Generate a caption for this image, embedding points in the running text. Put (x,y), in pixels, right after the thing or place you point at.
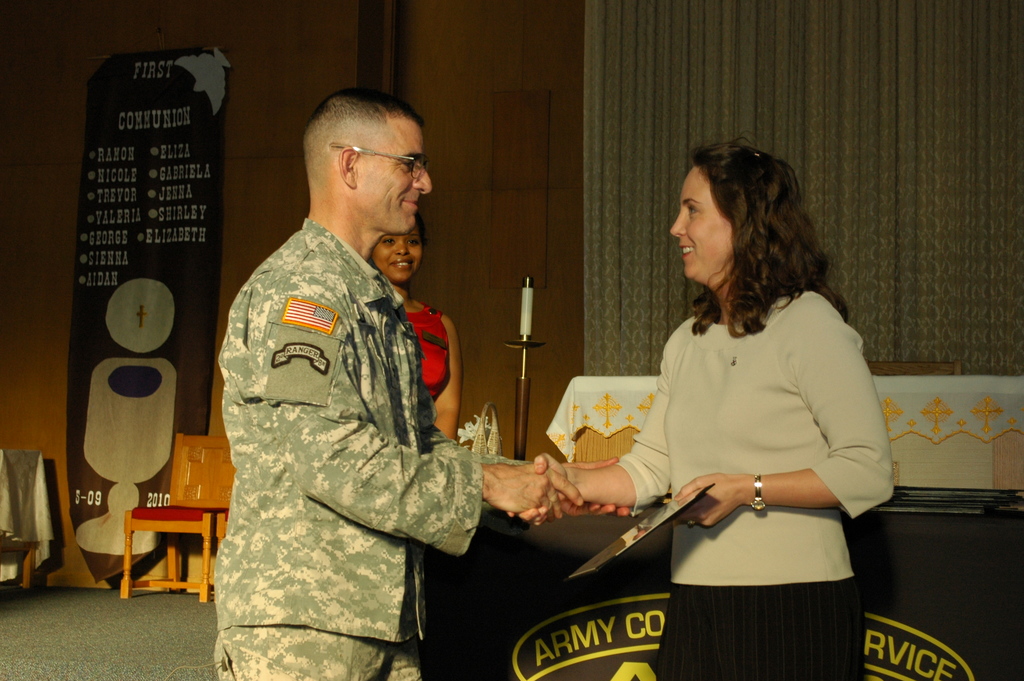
There are three persons (444,424) in this image. The women (721,437) at the right side (756,483) is standing and smiling and shaking hand (559,477) with the man (356,486) standing opposite to the her. In background (402,291) lady (405,279) is standing is having smile (397,268) on her face (409,256). At the left side (174,276) there is a banner (155,319). At the right side (872,123) white colour curtain (919,134) and the table (932,558) with the name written army.
